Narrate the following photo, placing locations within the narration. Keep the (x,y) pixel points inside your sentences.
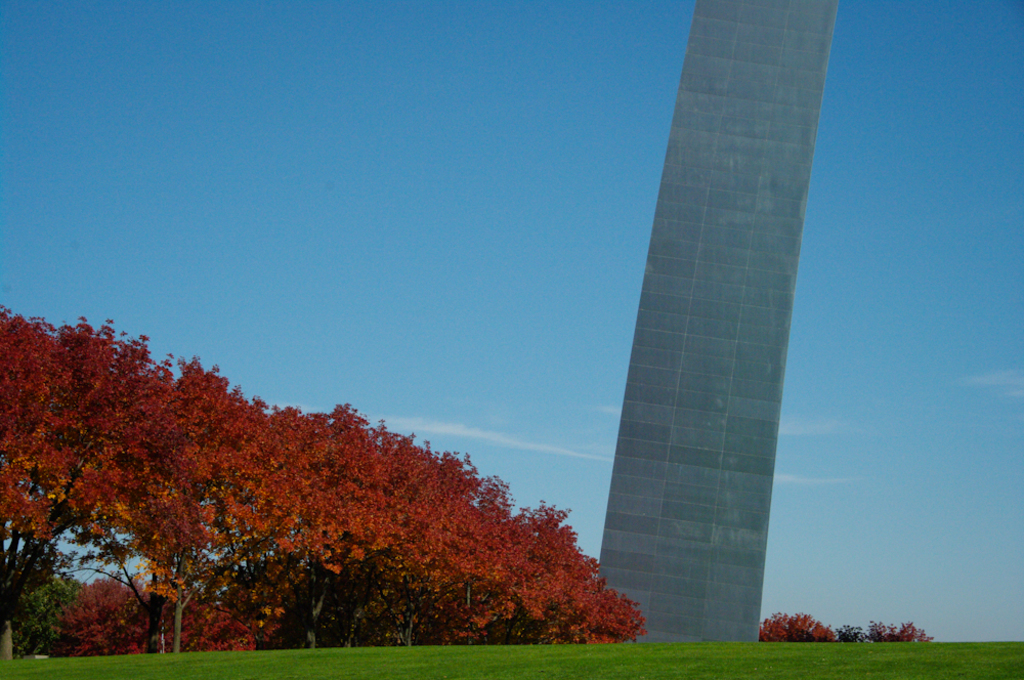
This image is taken outdoors. At the bottom of the image (154,668) there is a ground (264,661) with grass (711,654) on it. At the top of the image (220,147) there is a sky (283,168) with clouds (517,439). On the left side of the image (125,520) there are a few trees (308,593) and plants (63,617). In the middle of the image (653,376) there is an architecture (727,418) and a few plants (794,634).
